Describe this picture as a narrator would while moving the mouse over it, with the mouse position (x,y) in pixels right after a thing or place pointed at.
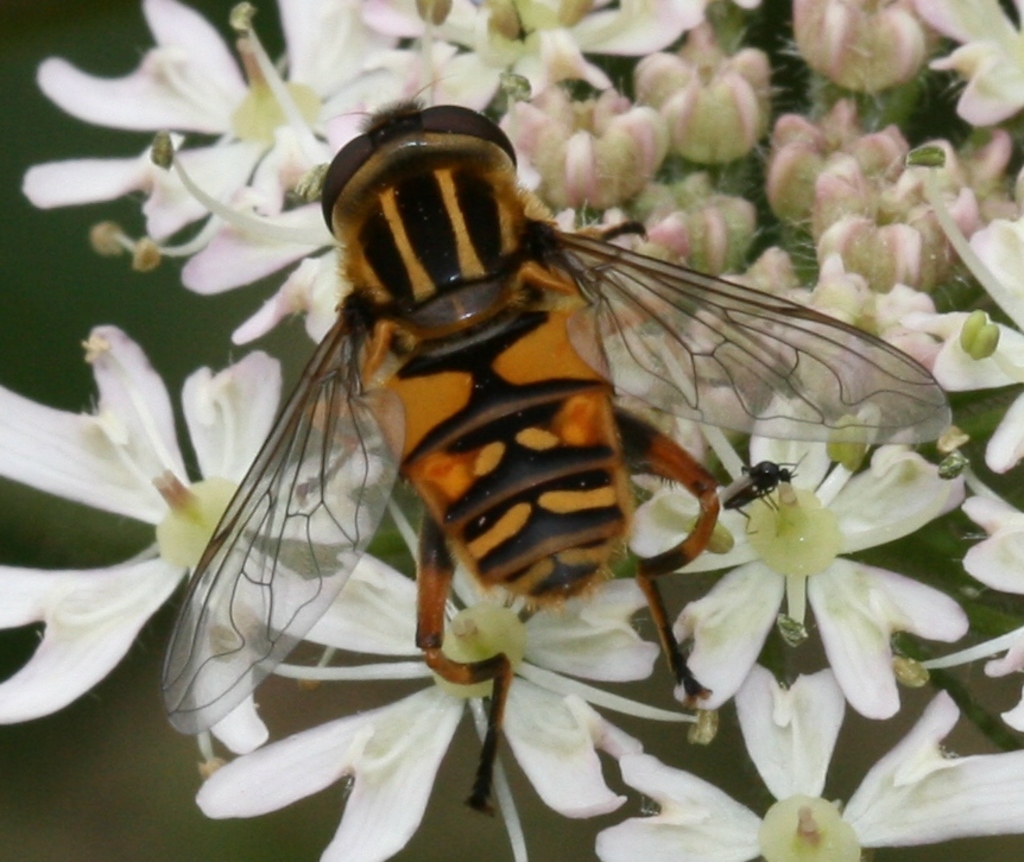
In this picture, we see an insect (569,464) and a fly (601,446). It is in black and orange color. These insects (429,455) are on the white flowers (223,231). They might be sucking the honey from the flowers (828,447). In the background (50,307), it is green in color.
